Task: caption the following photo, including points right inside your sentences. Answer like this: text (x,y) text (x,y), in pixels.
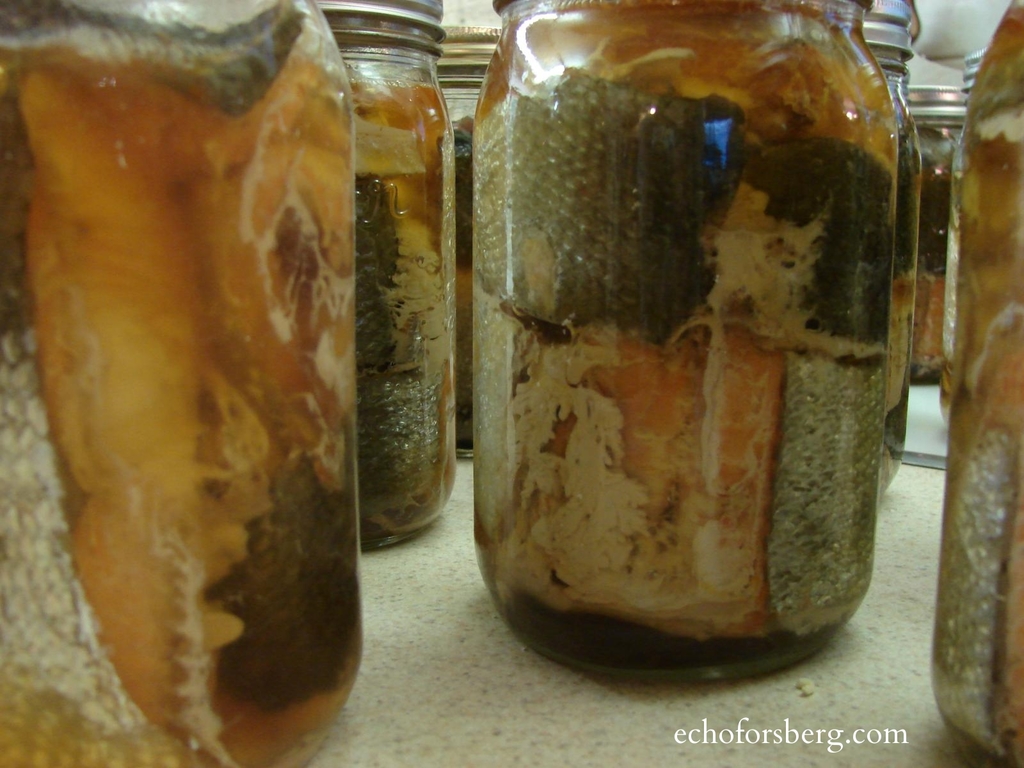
There are bottles (434,282) with something inside that. On the right corner (789,727) there is water mark (789,727).
